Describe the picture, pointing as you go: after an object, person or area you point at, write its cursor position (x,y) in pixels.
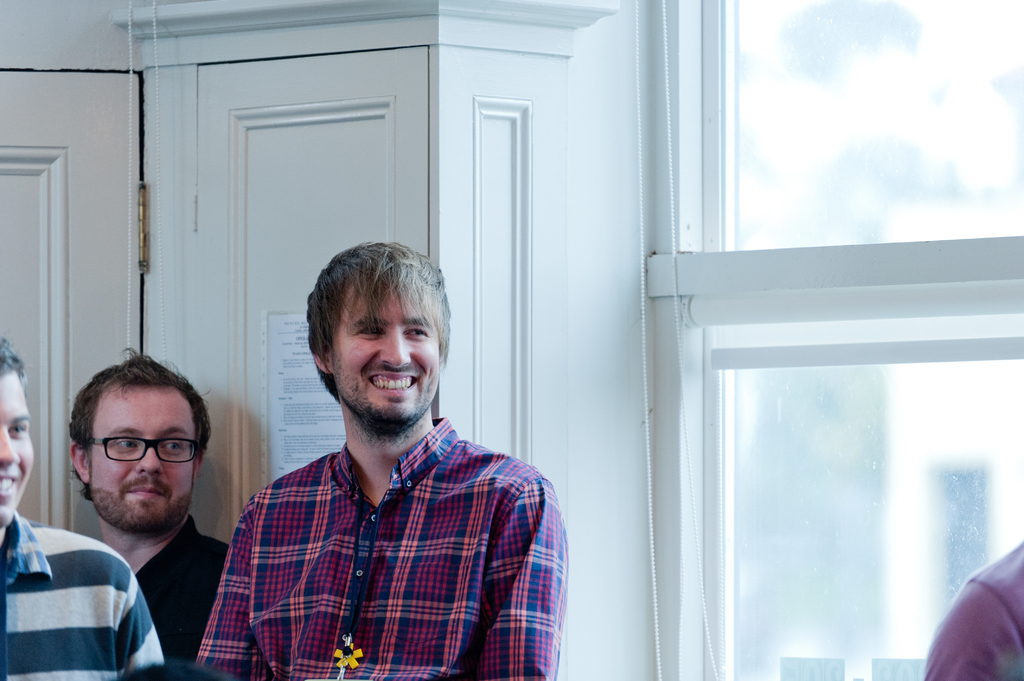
On the left side of this image (180,507) I can see three men (90,581) looking at the right side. One man (413,465) is smiling. At the back of these people (92,611) I can see the doors (133,223) to which a paper (291,367) is attached. On the right side (829,308), I can see the window (783,403).
